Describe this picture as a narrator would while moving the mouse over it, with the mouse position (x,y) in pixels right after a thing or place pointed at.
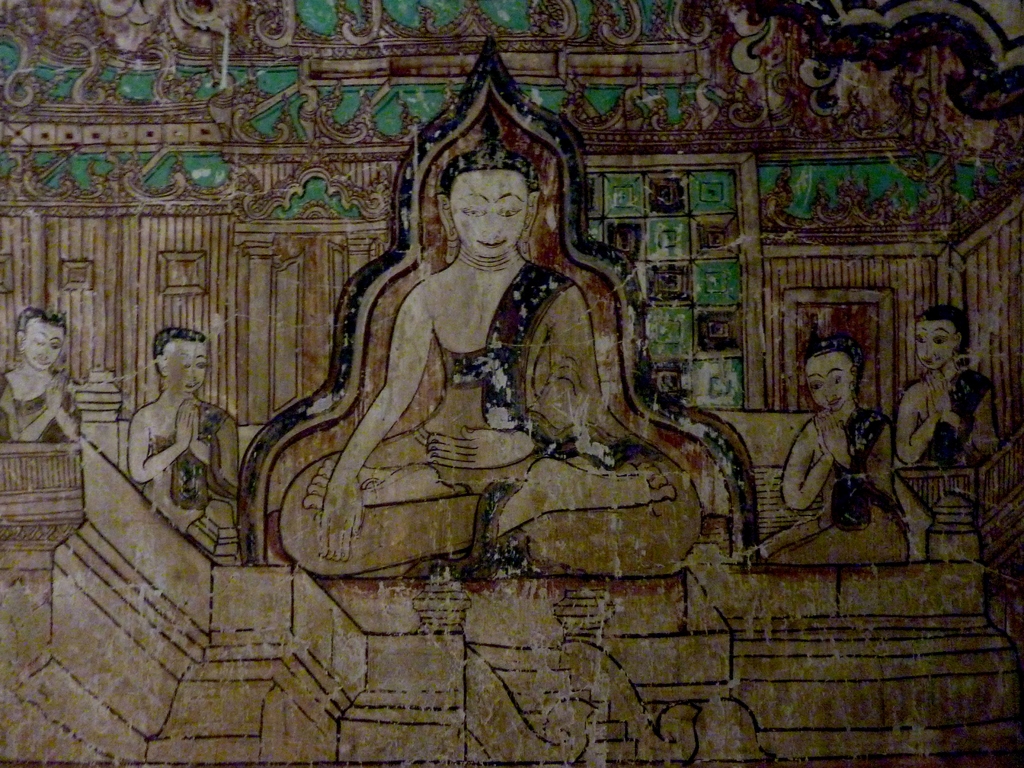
In the center of the image (343,417) we can see the painting (392,440), in which we can see a few people (546,510) and some objects (265,516).
